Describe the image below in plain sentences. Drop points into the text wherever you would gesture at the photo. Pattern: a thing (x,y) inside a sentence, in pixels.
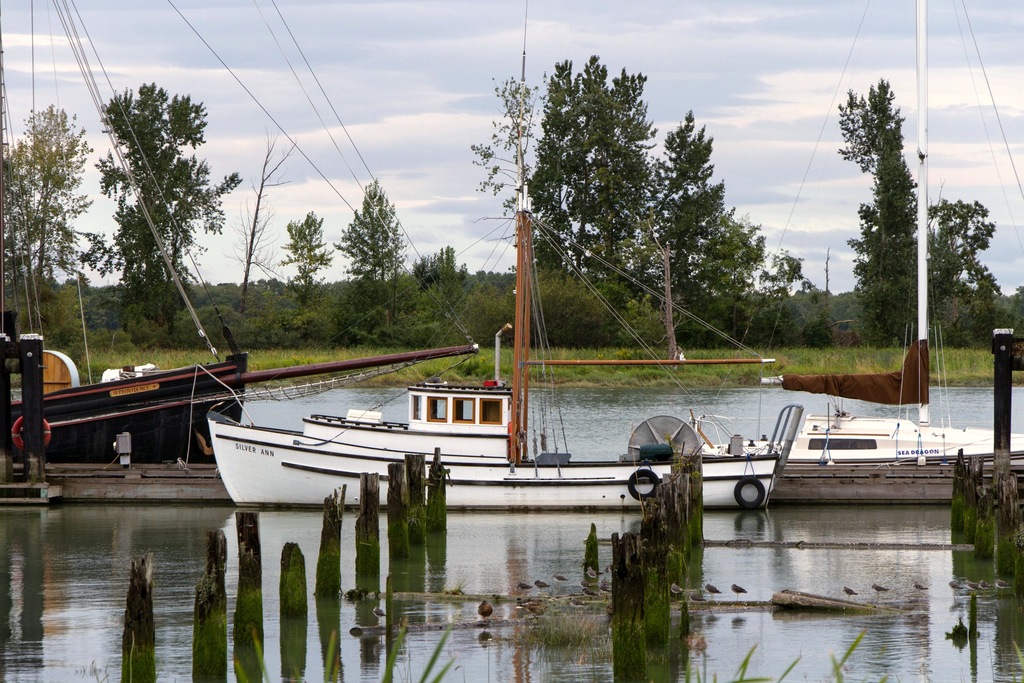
In this picture there is a ship (548,448) in the center of the image (348,421), on the water (69,546) and there are other ships (105,449) on the right (919,334) and left side of the image (243,359), there is greenery (665,285) in the background area of the image (423,256) and there are wires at the top side of the image (30,25), there are wooden posts (378,480) in the water (108,548), at the bottom side of the image (980,497).
